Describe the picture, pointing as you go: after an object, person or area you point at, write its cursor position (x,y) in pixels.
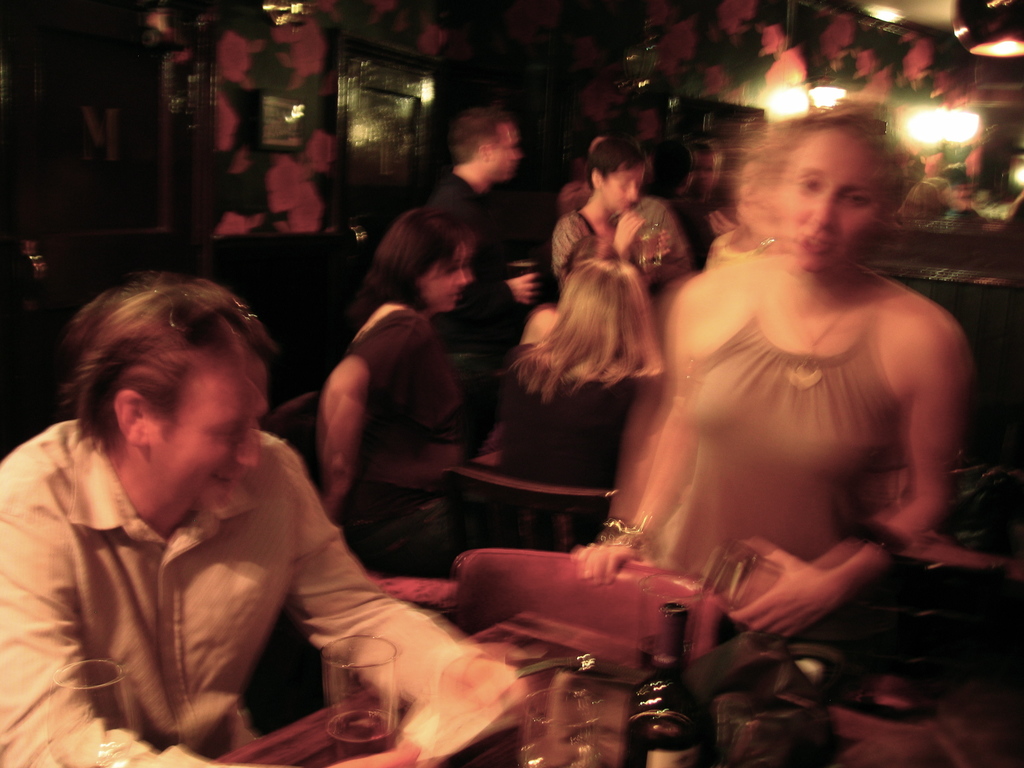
In this image we can see some group of persons (528,395) sitting on chairs (563,511) around tables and having some drinks (651,735) and in the background of the image (548,159) there is a wall (710,12), lights (908,138) and doors (157,188).
